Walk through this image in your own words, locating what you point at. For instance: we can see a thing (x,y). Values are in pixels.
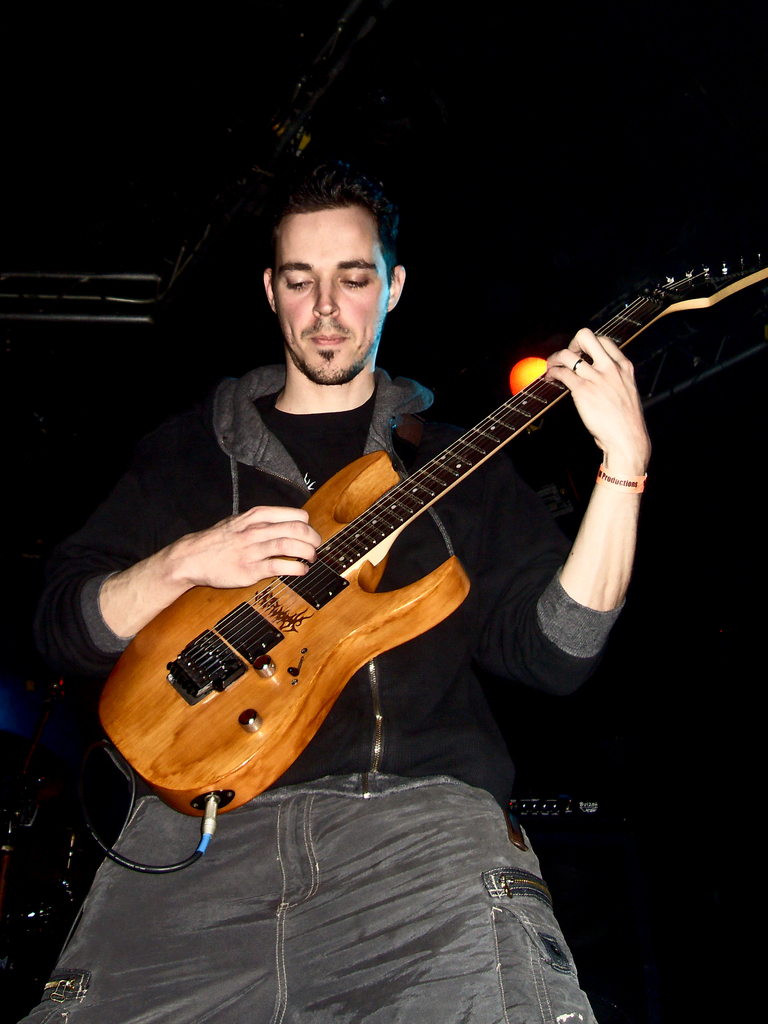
Here we can see a man (307,340) is standing and holding a guitar (378,601) in his hands (623,381), and at above here is the light (526,378).
